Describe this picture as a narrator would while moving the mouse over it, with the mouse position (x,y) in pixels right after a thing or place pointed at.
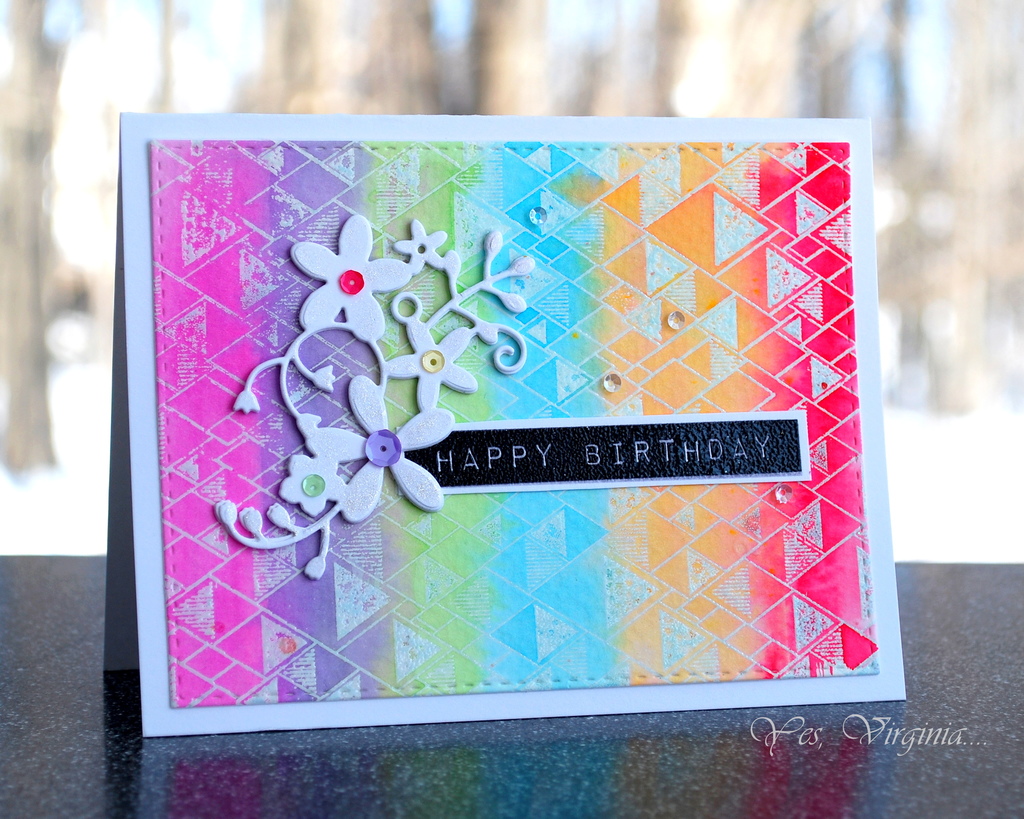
Here I can see a greeting card (286,630) which is in multiple colors and I can see some text (516,461) on this. This card (402,684) is placed on a table (495,748). The background (274,79) is blurred.
